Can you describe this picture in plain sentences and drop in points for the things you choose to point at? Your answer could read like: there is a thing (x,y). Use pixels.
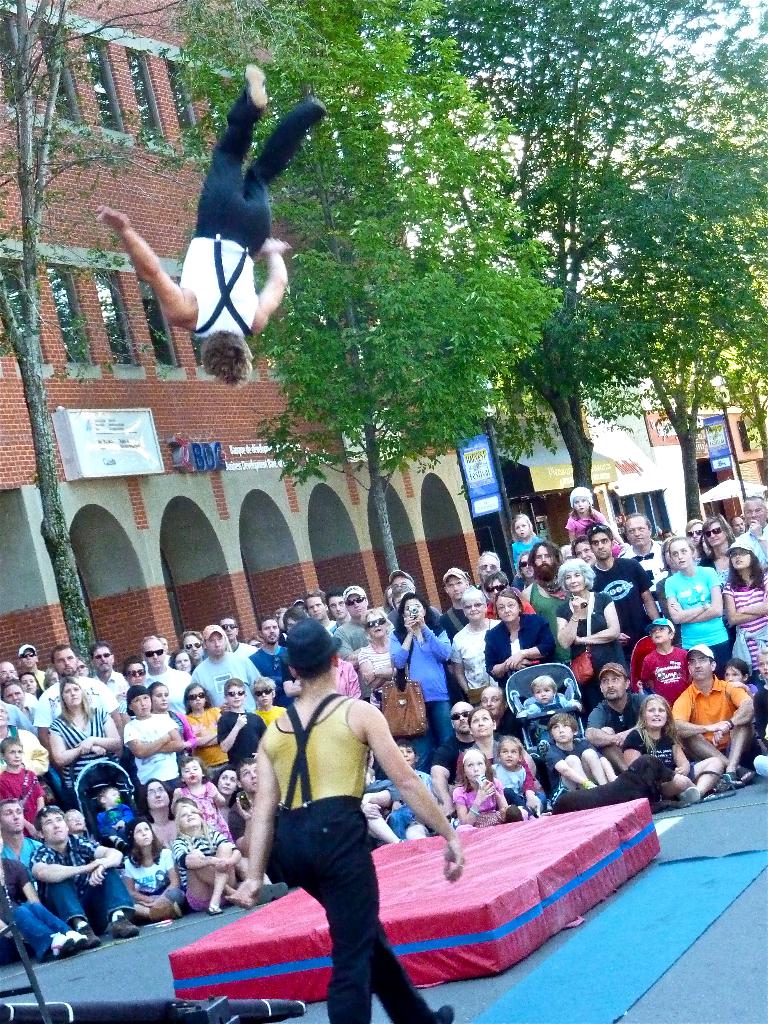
In this image we can see a person (258,196) flipping in air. At the bottom of the image (395,916) there is a red color foam bed (228,925). There is a person (349,866) walking. In the background of the image (182,821) there are people (384,779), trees (738,393), buildings (176,489), boards (148,432) with some text (128,456).
